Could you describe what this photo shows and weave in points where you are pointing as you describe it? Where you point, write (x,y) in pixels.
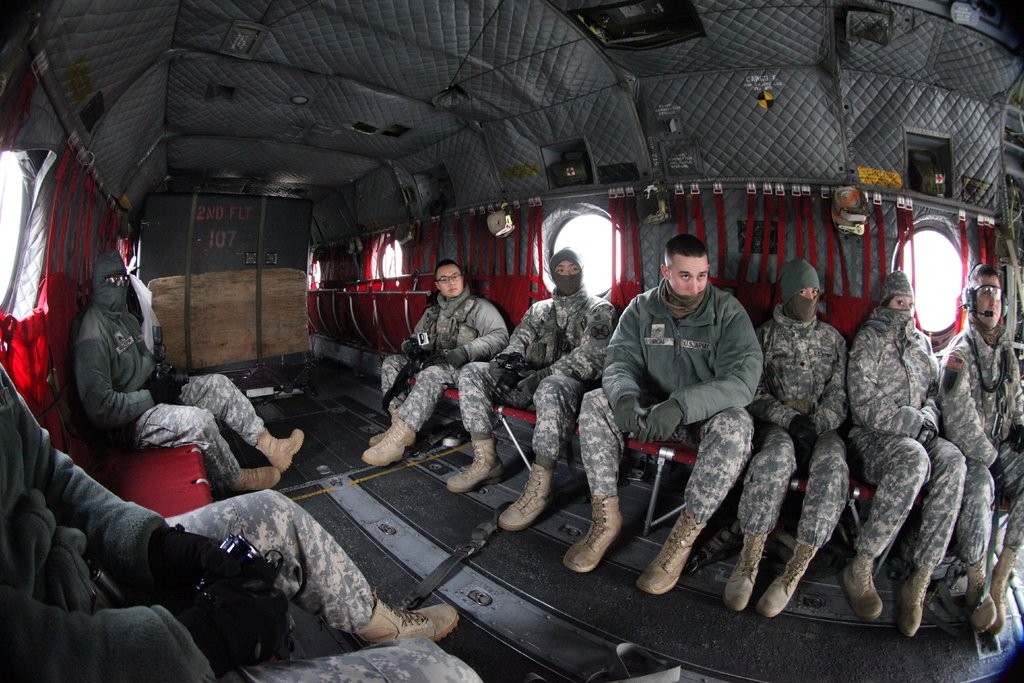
This is an inside view of the vehicle (557,564), in this image on the right side (804,430) and left side (78,547) there are some people (920,444) who are sitting and in the center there is one board (248,321). On the top (362,64) there is some cloth (233,111) and on the right side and left side (25,231) there are some windows (9,231).
